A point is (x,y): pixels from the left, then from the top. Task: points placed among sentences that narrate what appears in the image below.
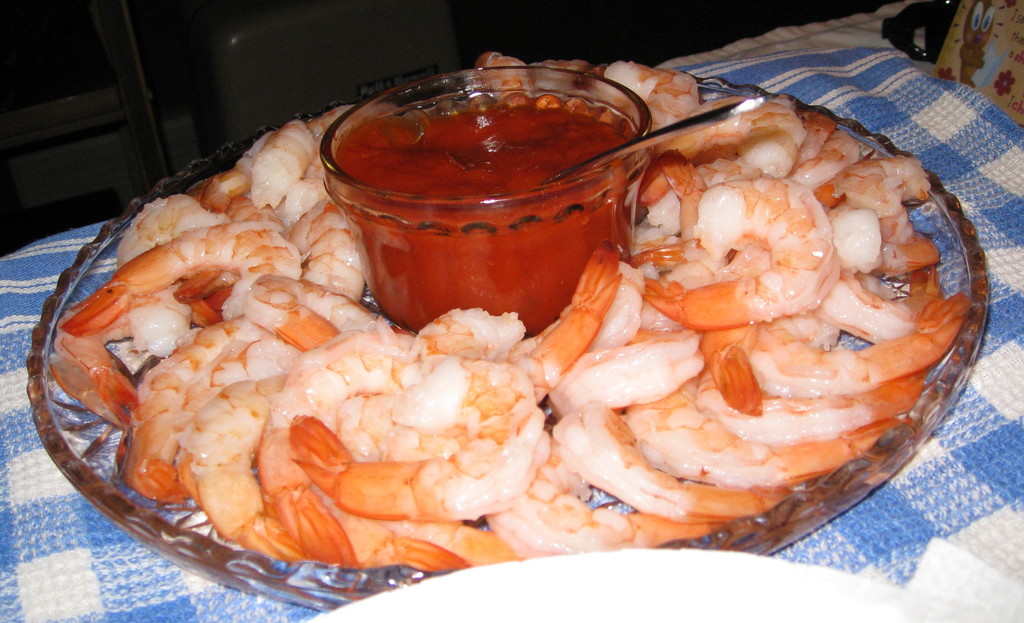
In this image we can see some prawns (467,311) and a bowl (402,319) with sauce (530,162) and a spoon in a plate (779,543) which is placed on a cloth (13,356).
